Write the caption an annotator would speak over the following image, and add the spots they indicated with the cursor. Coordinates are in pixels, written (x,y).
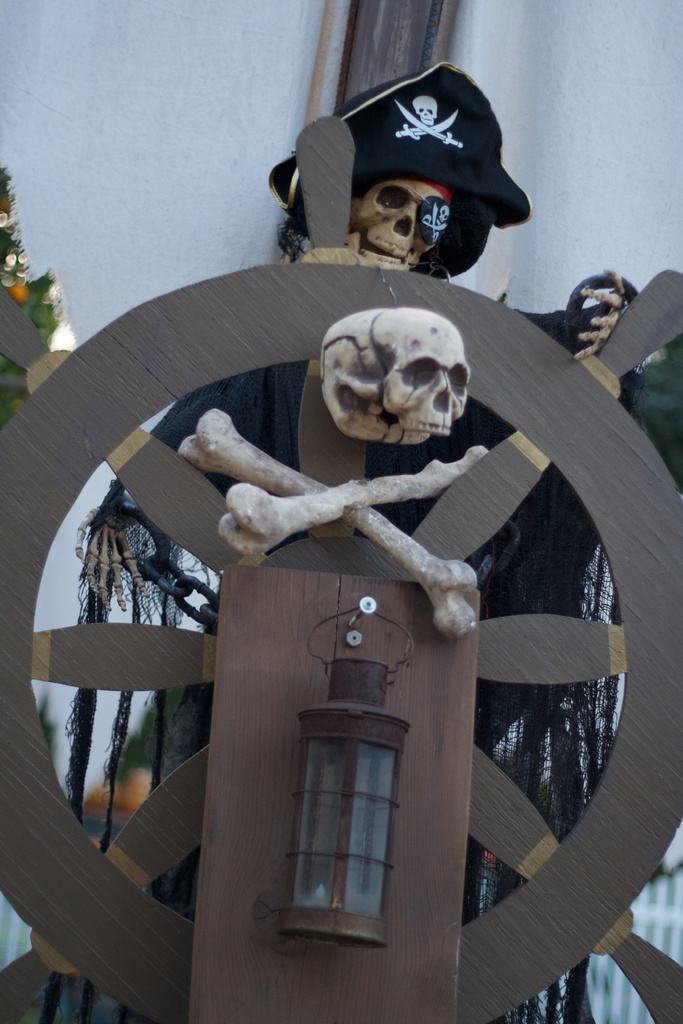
In this image we can see lantern (346,851), skulls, ship wheel (678,966), cap (499,141), chain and the wall (202,87) in the background (638,72).
